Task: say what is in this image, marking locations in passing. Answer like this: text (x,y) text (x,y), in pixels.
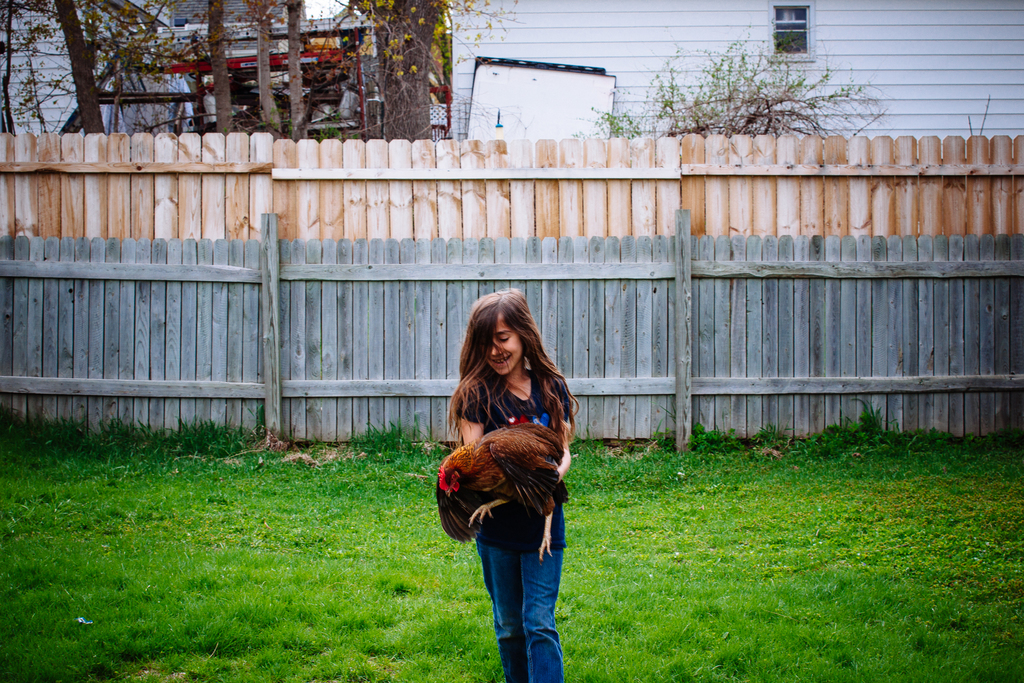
In this image there is a girl (561,434) standing on the ground (604,581) by holding the hen (467,506). In the background (464,284) there is a wooden fence (543,242). Behind the fence (580,302) there is a building (591,53). Beside the building (620,51) there are trees (265,46). In the middle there is a board (531,102) which is kept near the wall (555,37).
